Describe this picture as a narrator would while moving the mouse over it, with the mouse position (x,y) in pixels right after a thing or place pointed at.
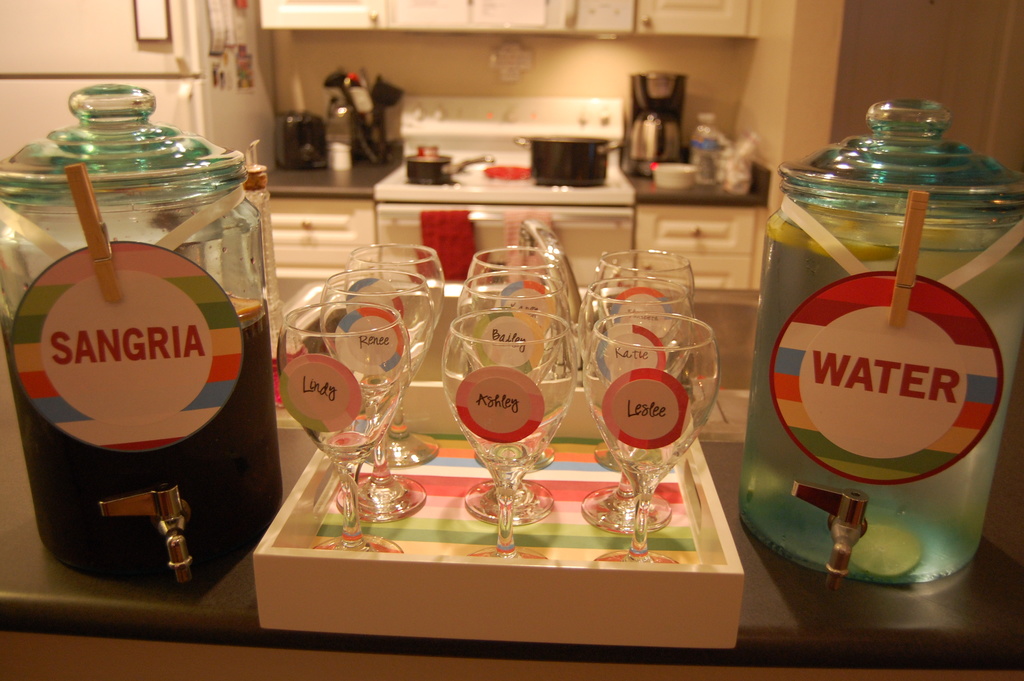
There are two glass jars (924,381) on the either side and there are glasses (540,353) in between them, In background (537,152) there are some cooking utensils (656,143).
